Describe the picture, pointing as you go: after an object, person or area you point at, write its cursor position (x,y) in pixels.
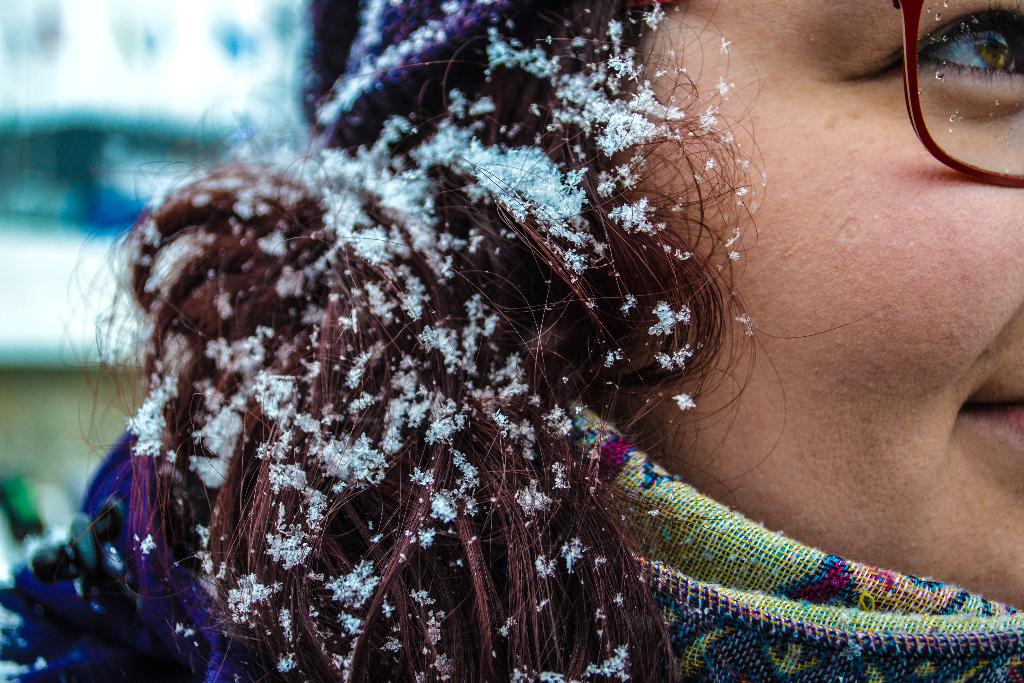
In this image I can see a woman (372,328) in the front (682,162) and I can see she is wearing specs (1004,92). I can also see snow (577,82) on her hair (248,233) and I can see this image is little bit blurry in the background (85,123).
